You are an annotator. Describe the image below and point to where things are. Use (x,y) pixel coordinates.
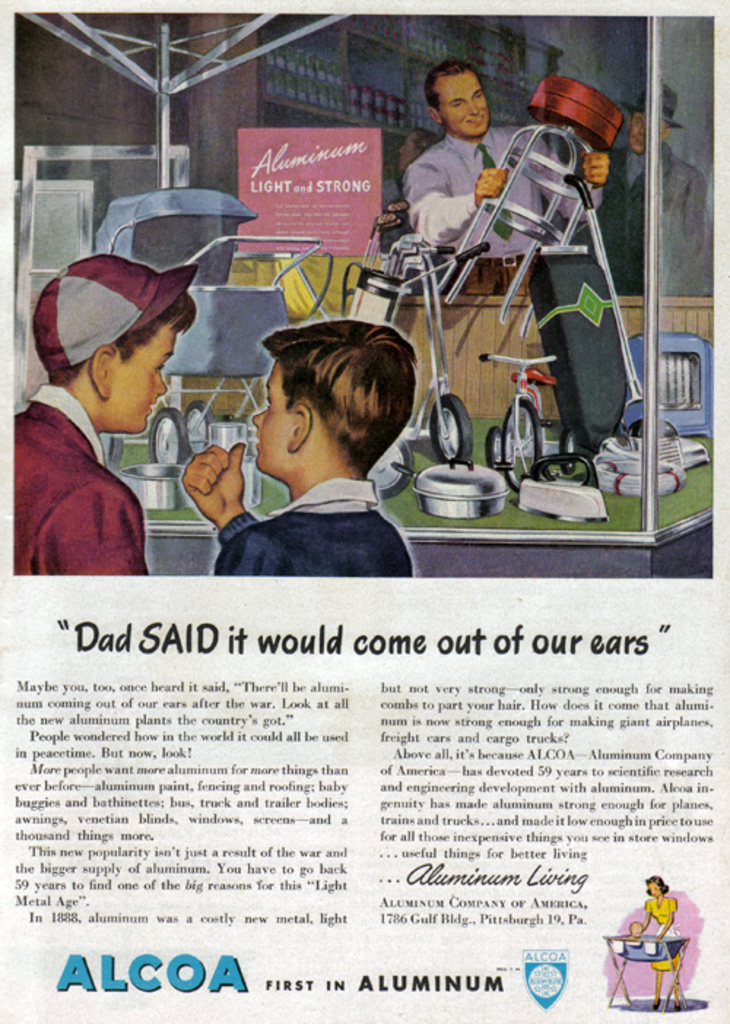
This picture might be painting in the article (517,937). In this image, we can see five people (369,551) and some metal instrument (463,447), we can also see some text (519,815) written in the article (515,884).
